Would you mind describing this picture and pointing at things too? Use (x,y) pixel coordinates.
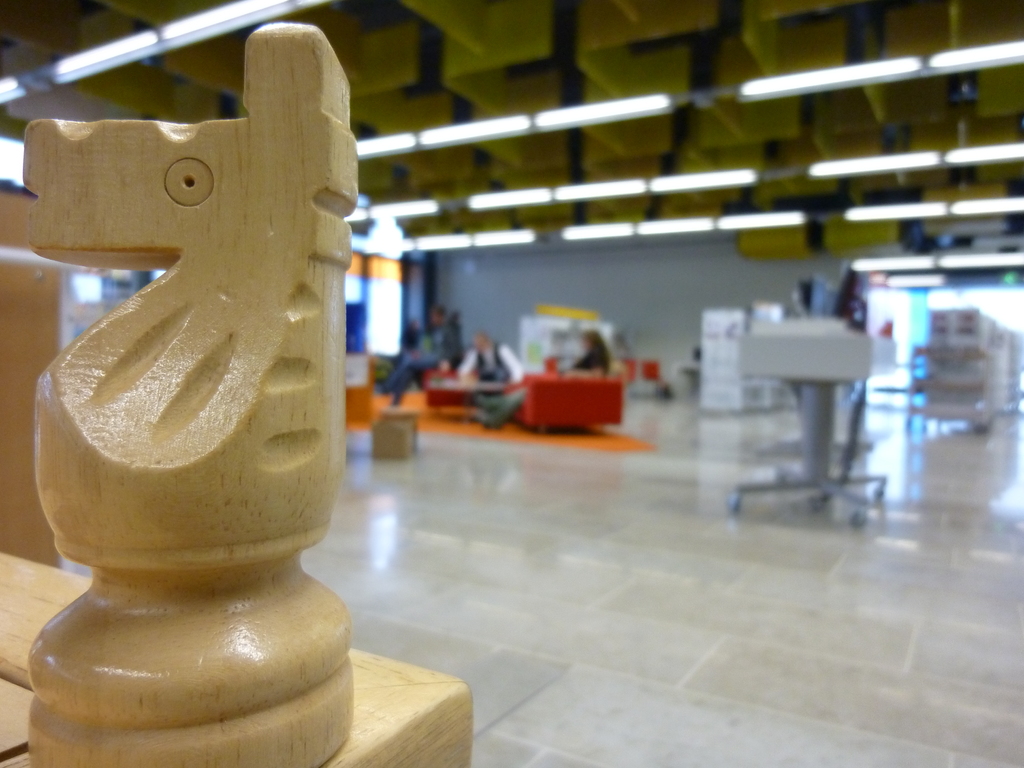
We can see wooden object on the table (389,682). In the background (407,324) it is blurry and we can see floor (687,527), people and objects (747,486). Top we can see lights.
